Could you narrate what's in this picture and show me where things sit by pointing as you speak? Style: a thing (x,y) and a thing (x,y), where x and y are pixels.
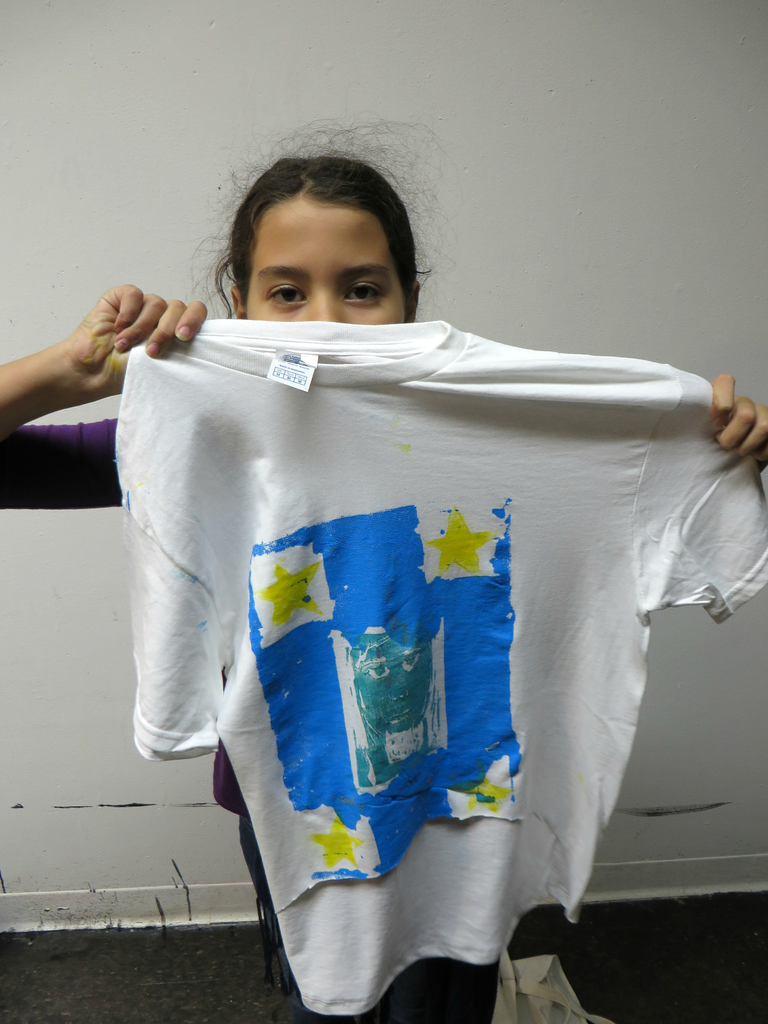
This picture is taken inside the room (673,988). In this image, in the middle (449,461), we can see a girl (295,236) standing and holding a t shirt (532,819) in her hand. In the background (26,61), we can see a wall (469,278).
